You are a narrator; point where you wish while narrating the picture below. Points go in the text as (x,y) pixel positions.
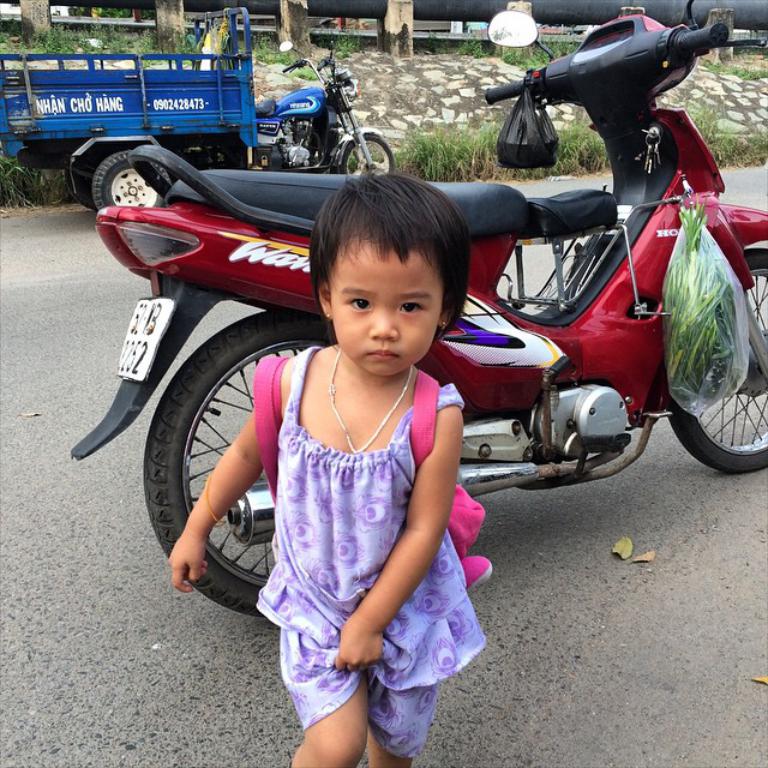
In this picture there is a girl (347,521) standing. At the back (200,142) there are vehicles (272,142) and there are covers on the vehicle (631,225). At the back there is a railing (33,2) and there are plants (407,171). At the bottom (30,526) there is a road (35,385) and there is reflection (523,31) of sky (491,34) and tree (504,40) on the mirror (500,20).
